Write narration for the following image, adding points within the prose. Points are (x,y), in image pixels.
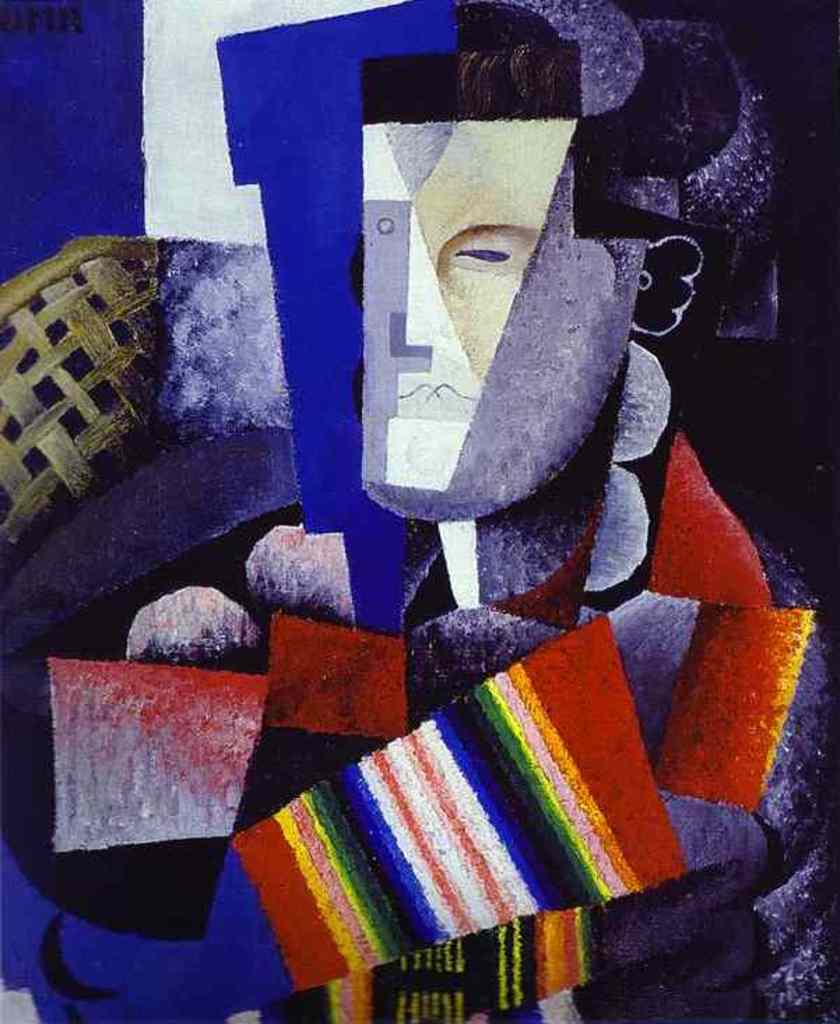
In this image we can see a painting (409,325) of a person (362,409).
